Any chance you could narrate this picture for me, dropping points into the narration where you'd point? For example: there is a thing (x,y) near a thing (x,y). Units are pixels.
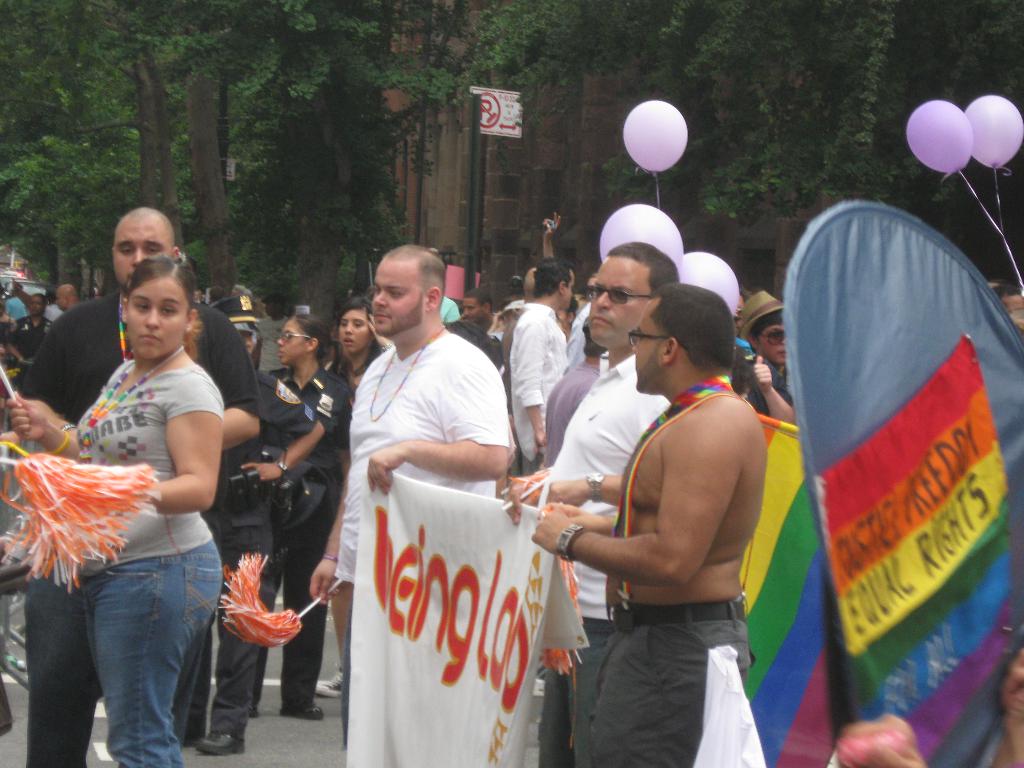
This image consists of many people (661,535). In the front (606,535), we can see two men (635,633) holding a banner (460,629). In the background (1006,82), there are many trees (972,87) and balloons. At the bottom (322,736), it looks like a road (18,706). On the right (809,455), it looks like a placard (895,502).
